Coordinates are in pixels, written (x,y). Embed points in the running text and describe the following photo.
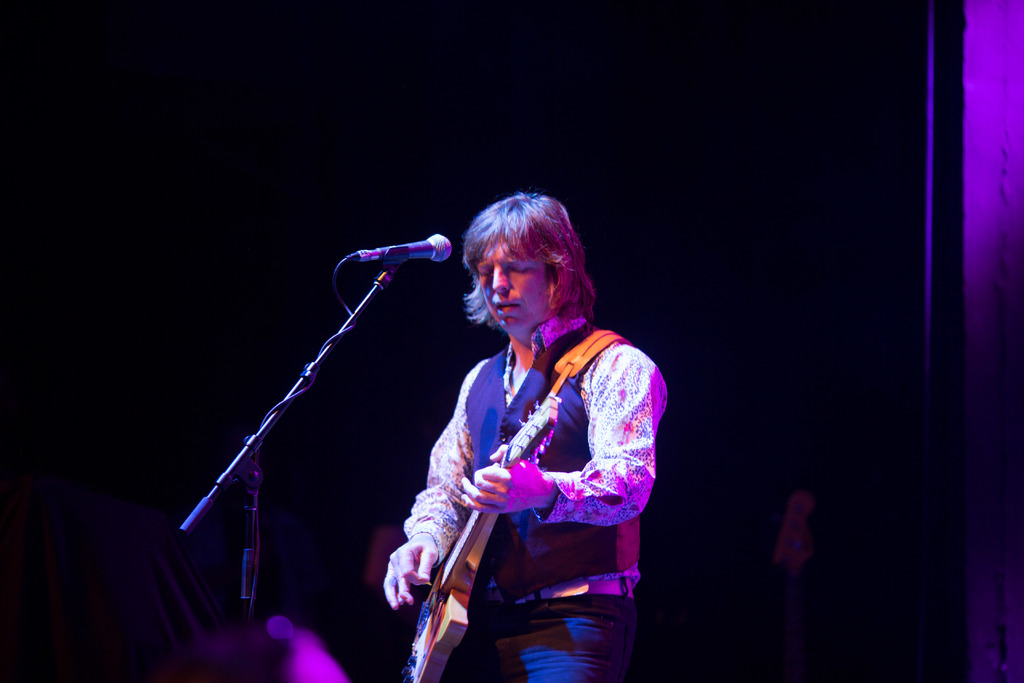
In the middle of the image (450,432) a person (590,427) is standing and holding a guitar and there is a microphone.
